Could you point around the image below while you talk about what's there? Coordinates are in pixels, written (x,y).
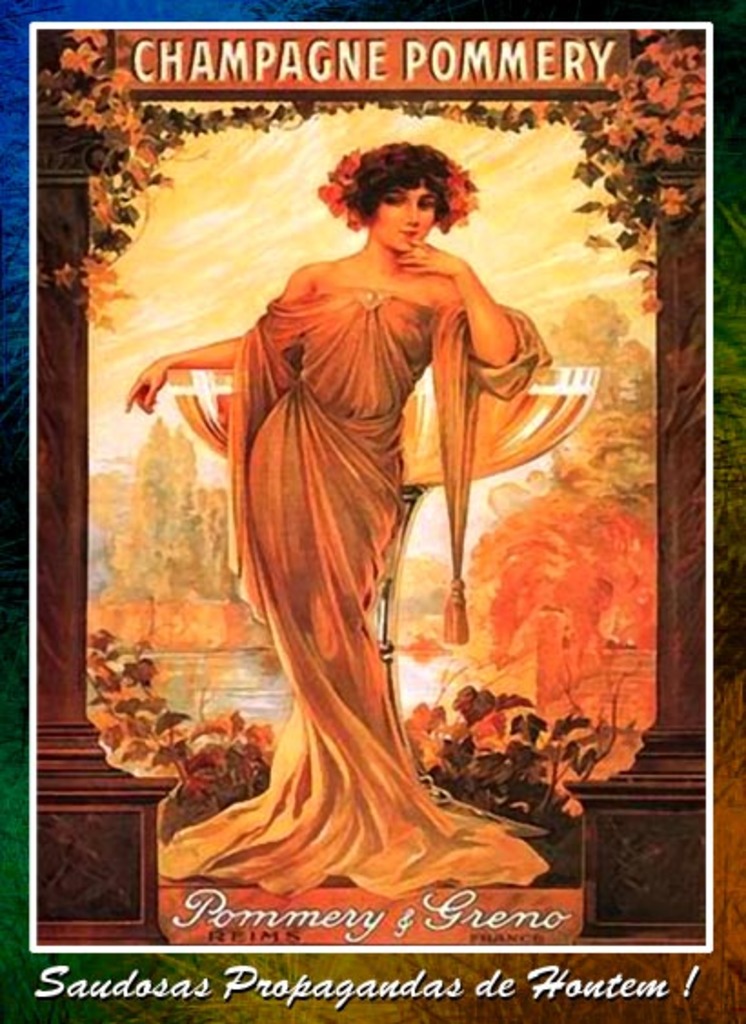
This picture might be a photo frame (197,247) and in this photo frame (34,726), the girl (286,739) in brown dress (282,532) is standing in the middle of the picture (286,434). Behind her, we see trees (514,590) and we even see the water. At the top of the picture (178,46), we see some text (412,65) written on red color board (563,83).
